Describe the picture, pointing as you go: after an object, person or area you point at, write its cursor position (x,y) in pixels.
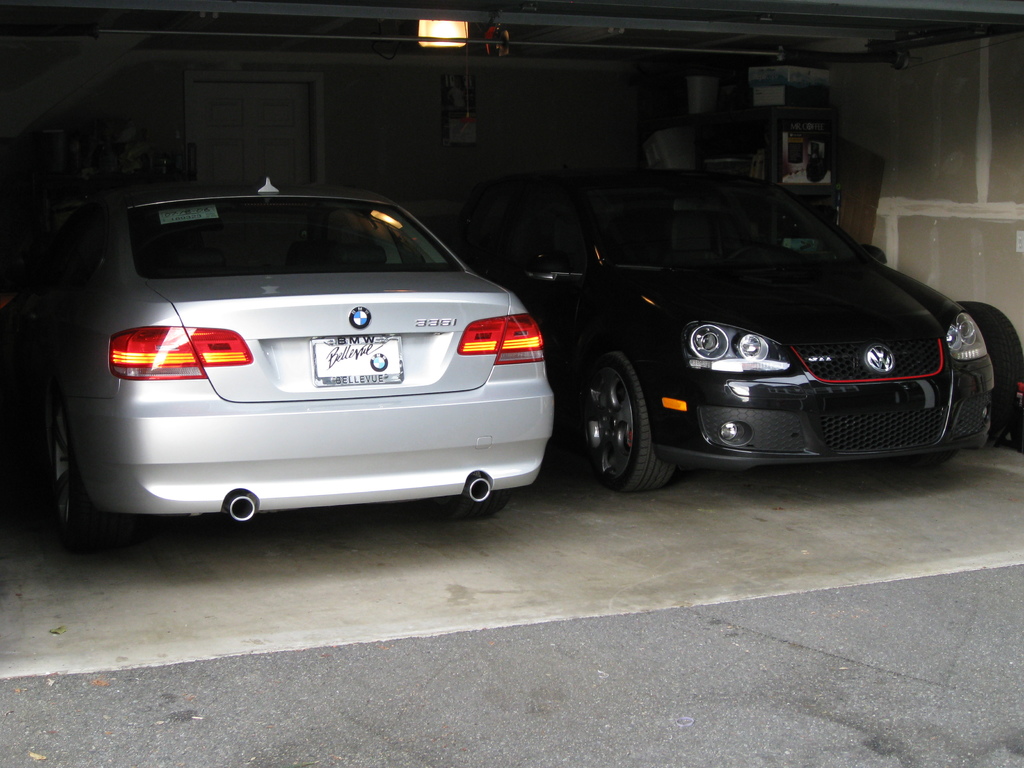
In the picture I can see cars (511,332) on the ground (473,520). These cars (436,471) are black and white in color. In the background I can see light (452,29) and some other objects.
